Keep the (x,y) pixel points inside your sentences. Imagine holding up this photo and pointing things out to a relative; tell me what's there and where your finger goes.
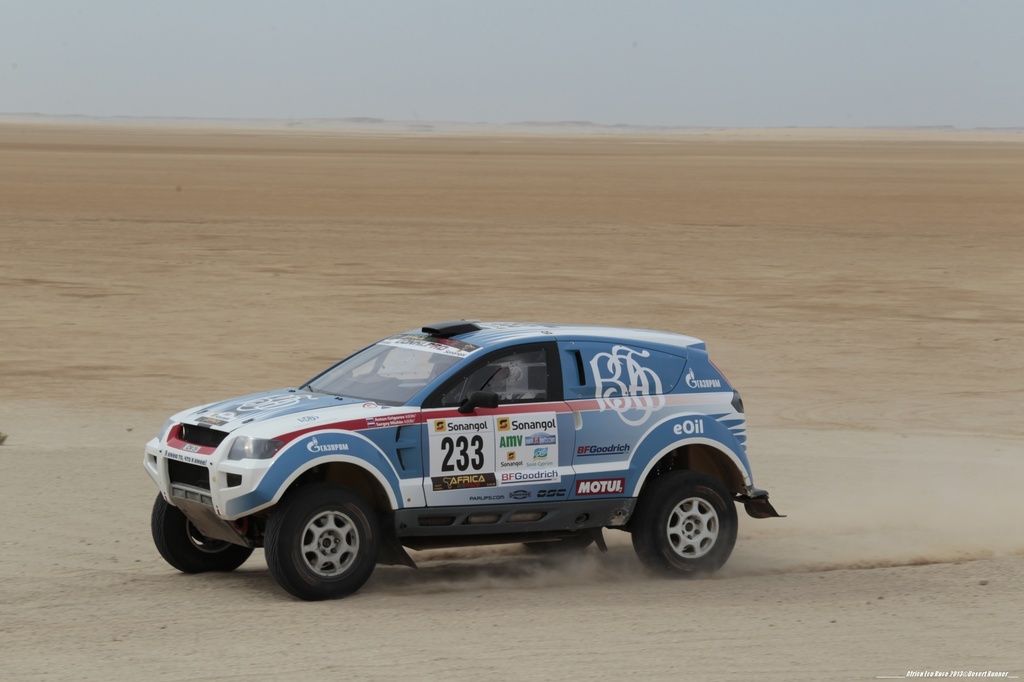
In the center of the image (551,336), we can see a vehicle (422,439) and at the bottom (820,550), there is ground (861,377). At the top (446,75), there is sky (427,59).
